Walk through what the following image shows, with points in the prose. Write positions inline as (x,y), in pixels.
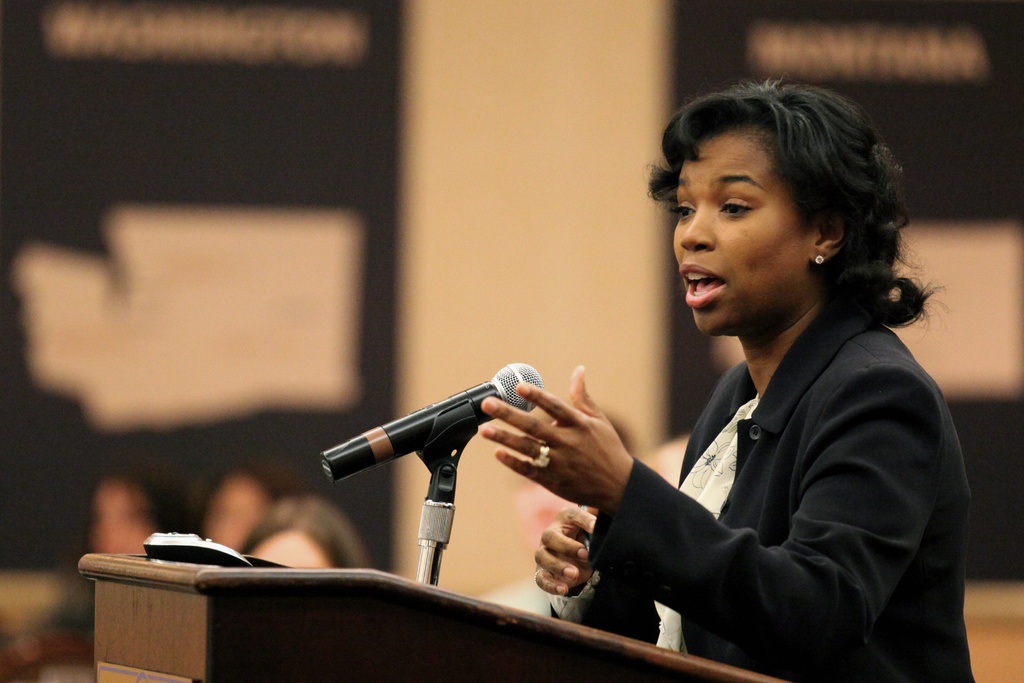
In this image I can see a person (821,438) standing and the person (887,172) is wearing black blazer (784,469). In front (245,602) I can see a podium (248,588) and a microphone (502,383) and I can see blurred background (625,14).
